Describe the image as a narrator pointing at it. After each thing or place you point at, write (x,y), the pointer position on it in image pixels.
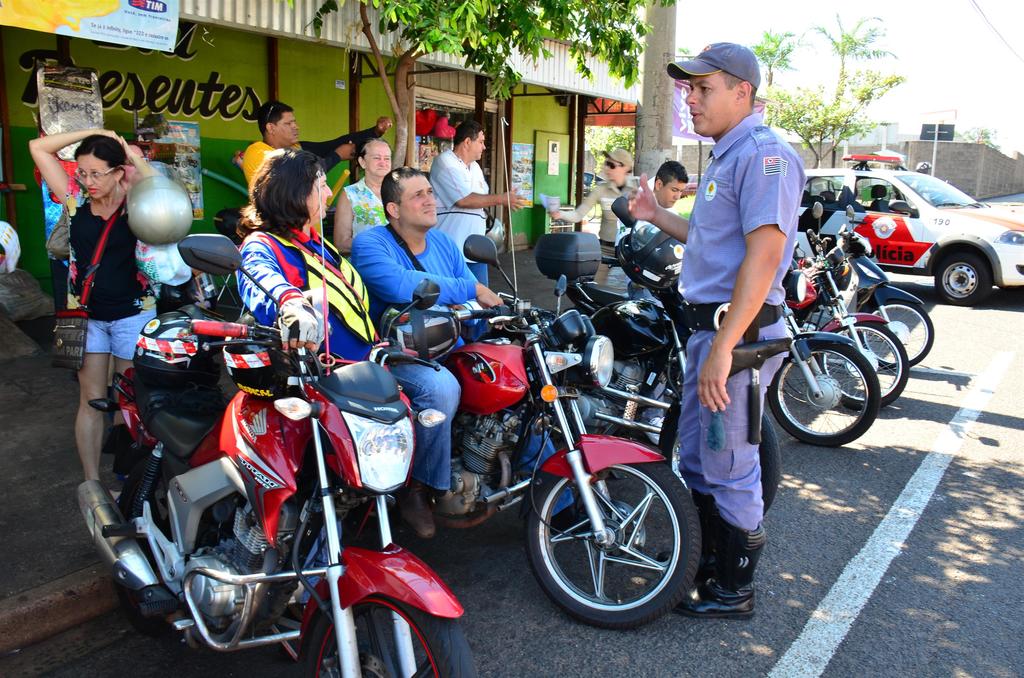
In this image there are a group of people (259,311) some of them are sitting on bikes (531,331) and some of them are standing, and in the background (281,98) there are some houses (505,110), trees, and some boards (941,129) and on the right side (909,218) there is one car (923,227). At the bottom (901,571) there is a road (923,501), and at the top of the image (940,68) there is sky (902,69).
